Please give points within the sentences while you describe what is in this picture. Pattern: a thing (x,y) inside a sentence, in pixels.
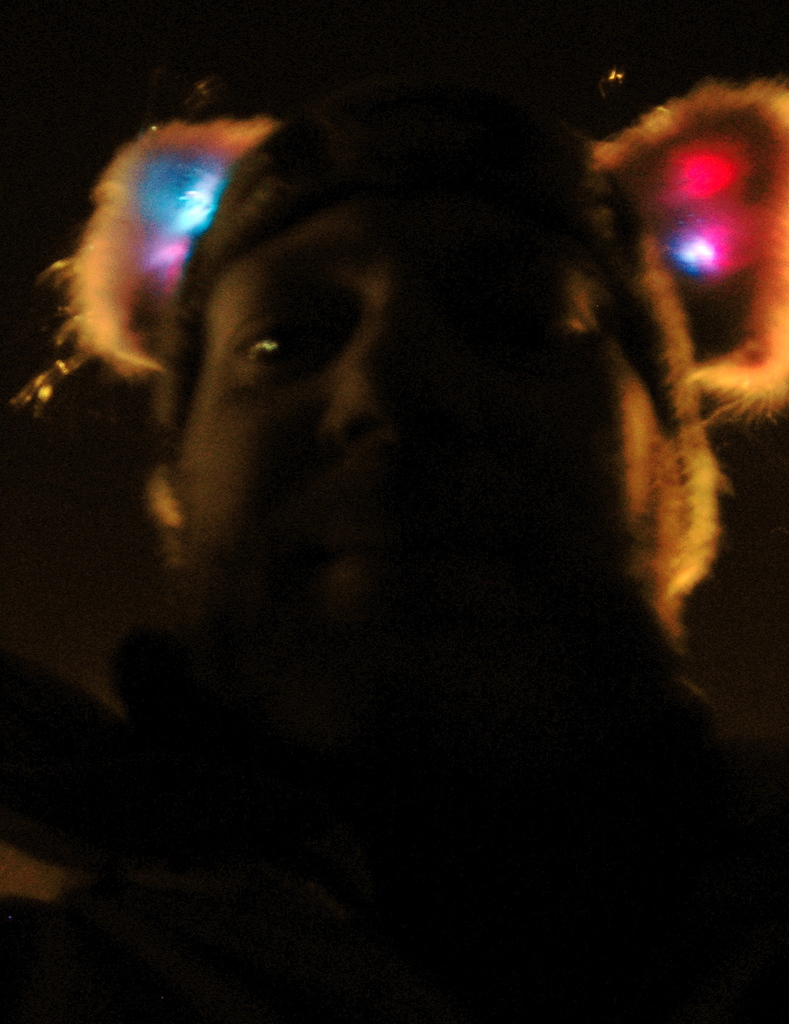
In this image we can see a person (536,328).
